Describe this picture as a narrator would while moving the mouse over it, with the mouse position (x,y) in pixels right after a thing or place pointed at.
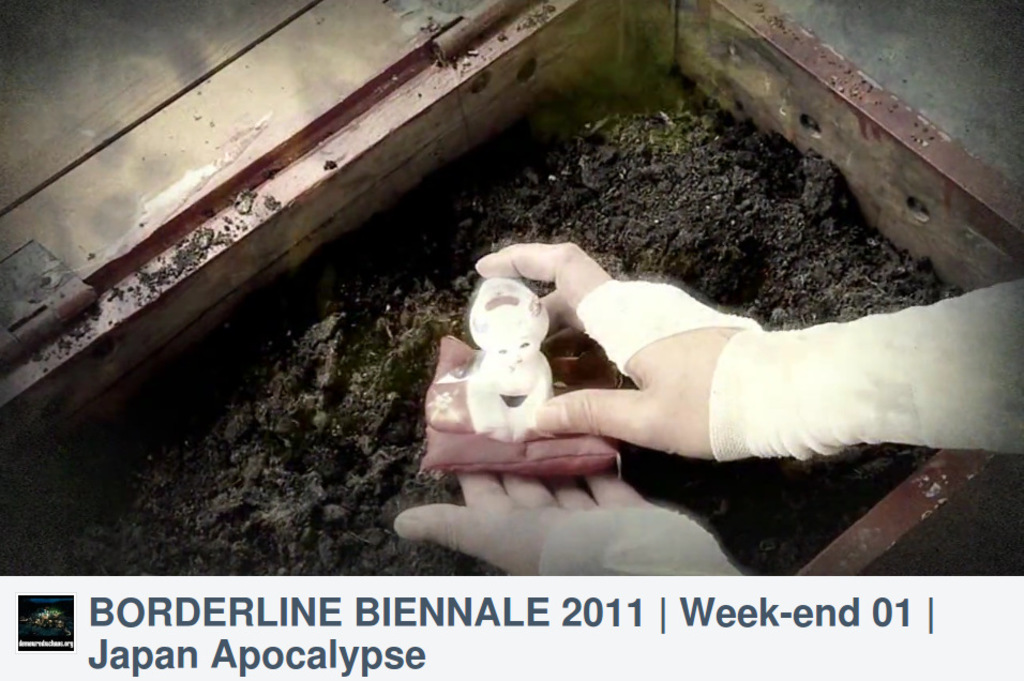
In this picture I can see a toy (491,405) on the person hand (485,274), there is soil (249,548) in a wooden box (481,39), there is something written on the bottom of the image (134,671).
